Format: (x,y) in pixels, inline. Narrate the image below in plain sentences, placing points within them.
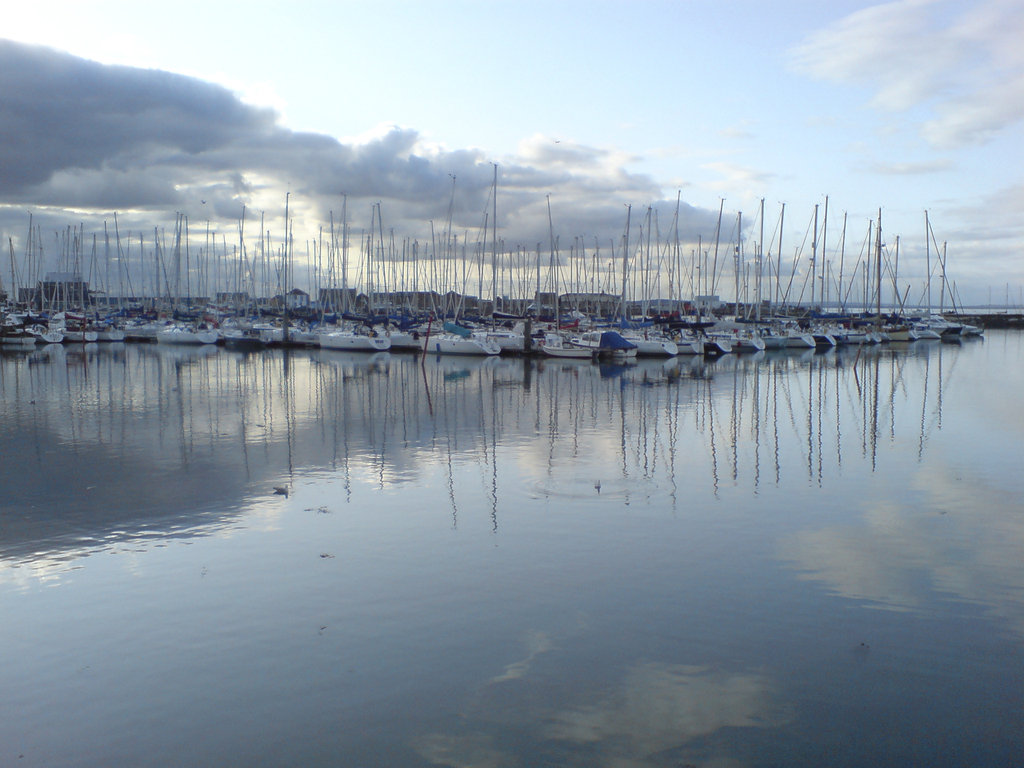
This picture consists of a water body (471,389). In the center of the picture (419,330) there are boats (381,326). Sky (946,84) is it cloudy.
